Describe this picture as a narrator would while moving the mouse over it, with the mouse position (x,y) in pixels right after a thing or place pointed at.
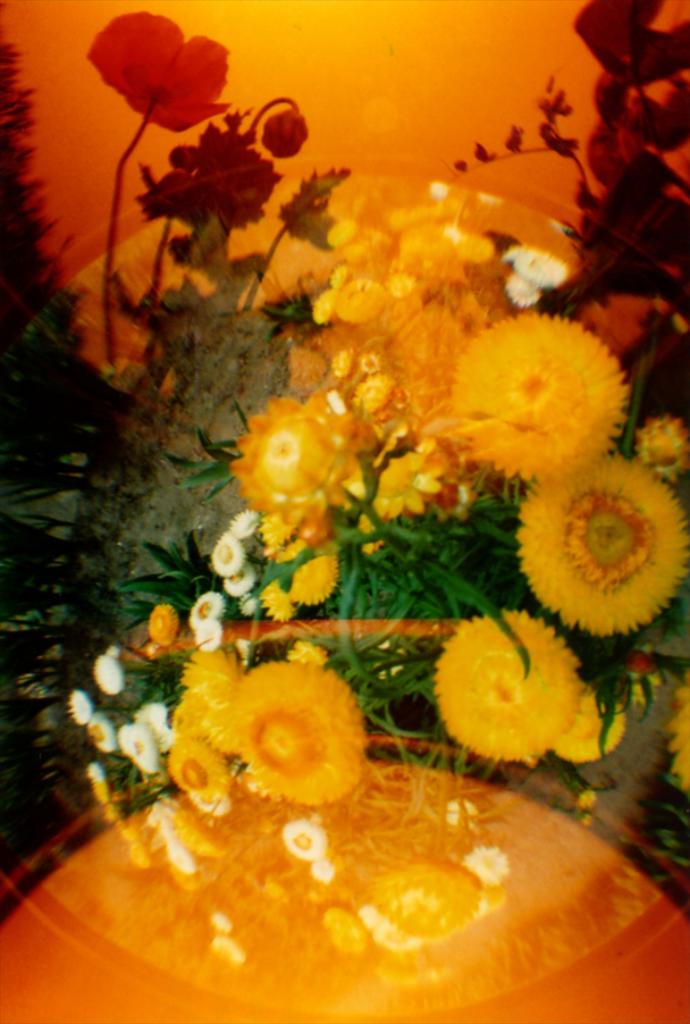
In this image there are flowers (367,370).
